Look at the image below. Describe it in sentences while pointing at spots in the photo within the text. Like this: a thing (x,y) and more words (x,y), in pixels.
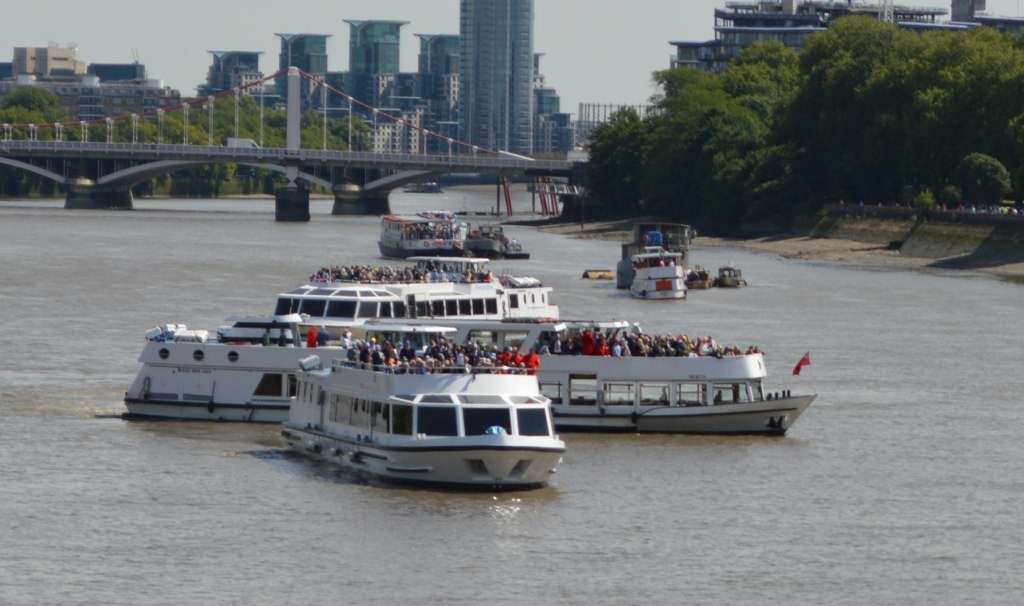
In this image we can see there are ships (468,310) on the water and there are people (440,365) sitting on the ship (432,287). On the right side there is a sidewalk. And there are buildings (388,83), trees (806,130), bridge (394,157) and the sky (599,50).
